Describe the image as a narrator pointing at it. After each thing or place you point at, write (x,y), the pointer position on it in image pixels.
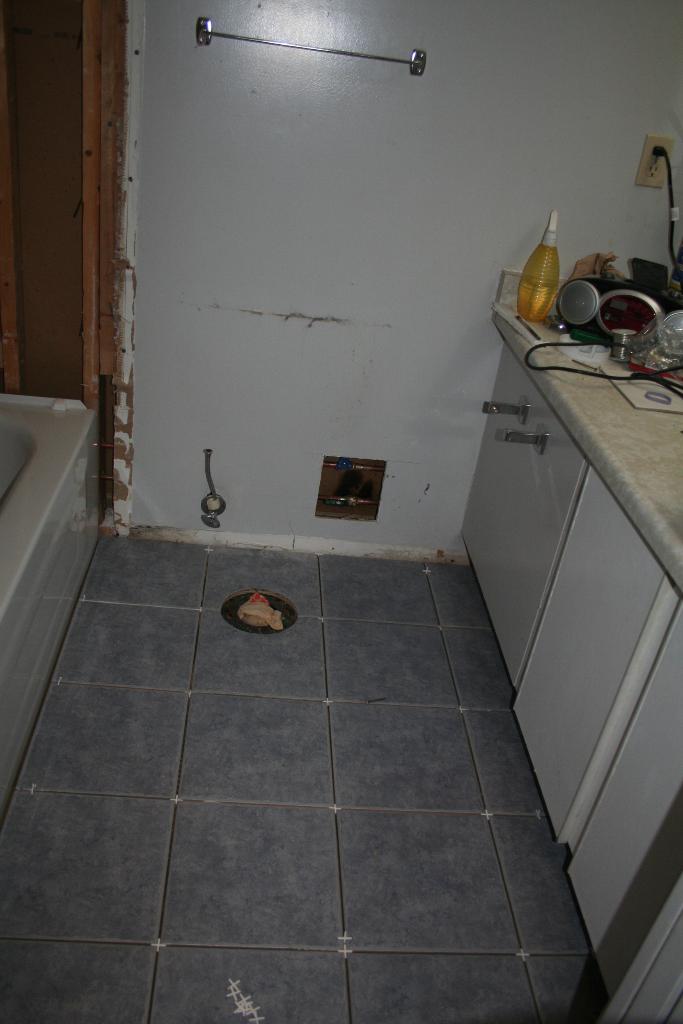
This picture describes about inside view of a room (383,492), in this we can find a bottle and few other things (597,364) on the countertop (596,414), in the background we can see a metal rod (378,57) on the wall (349,137).
